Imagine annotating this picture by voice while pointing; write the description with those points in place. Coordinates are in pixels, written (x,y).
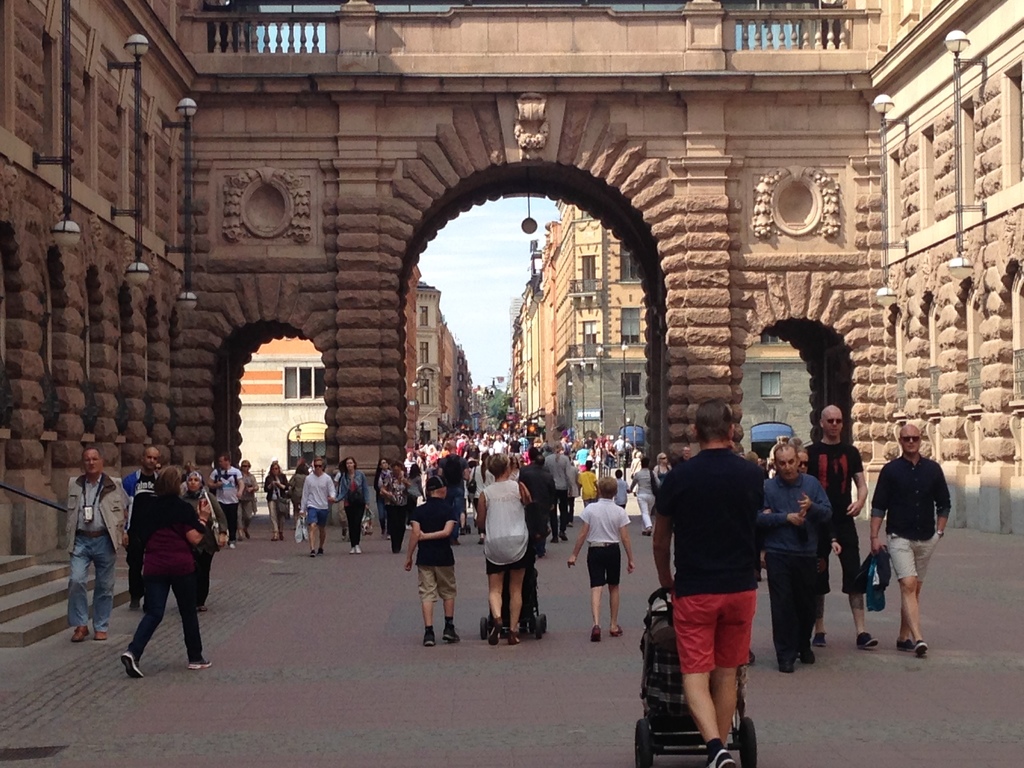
In this picture describe about a group of people (681,611) with baby prams (671,688) is walking in front of the image. Behind we can see a brown color brick roman arch (657,348).
